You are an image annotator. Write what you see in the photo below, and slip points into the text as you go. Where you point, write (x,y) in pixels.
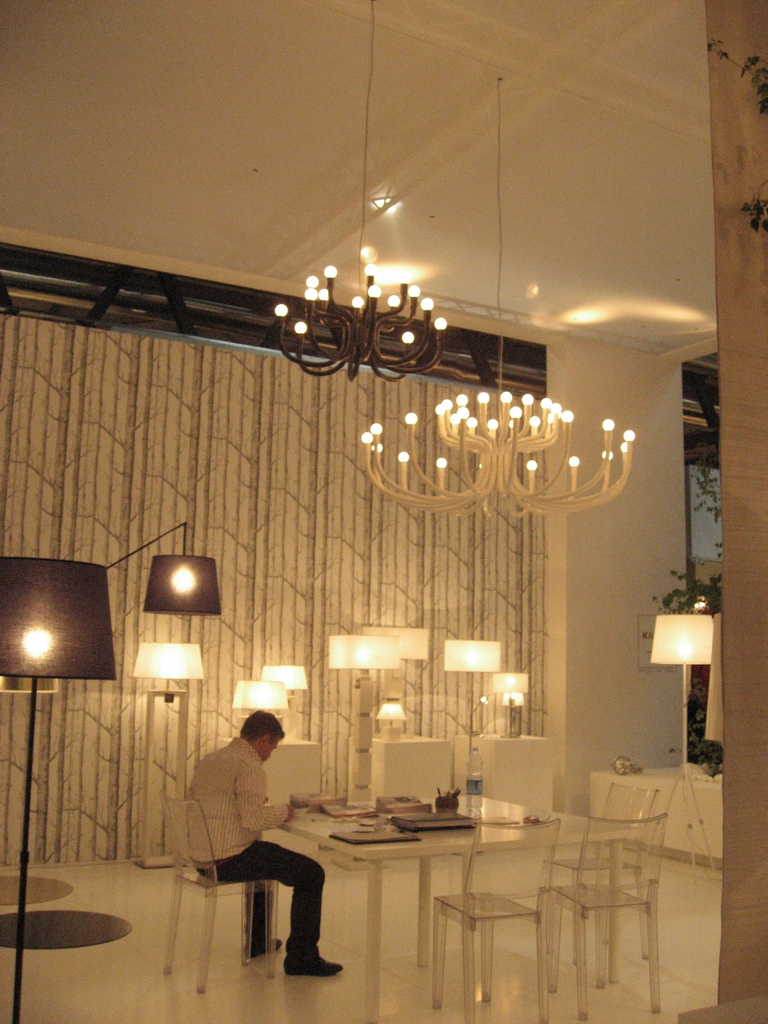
this picture shows a man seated on chair (178,933) and we see few books (390,826) and water bottle (469,776) and pen stand (457,790) on the table (427,851) and we see couple of chairs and two chandelier lights (484,429) on the roof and we see few lights (178,602) on the side and we see a wallpaper (30,533) on the wall (341,702).
